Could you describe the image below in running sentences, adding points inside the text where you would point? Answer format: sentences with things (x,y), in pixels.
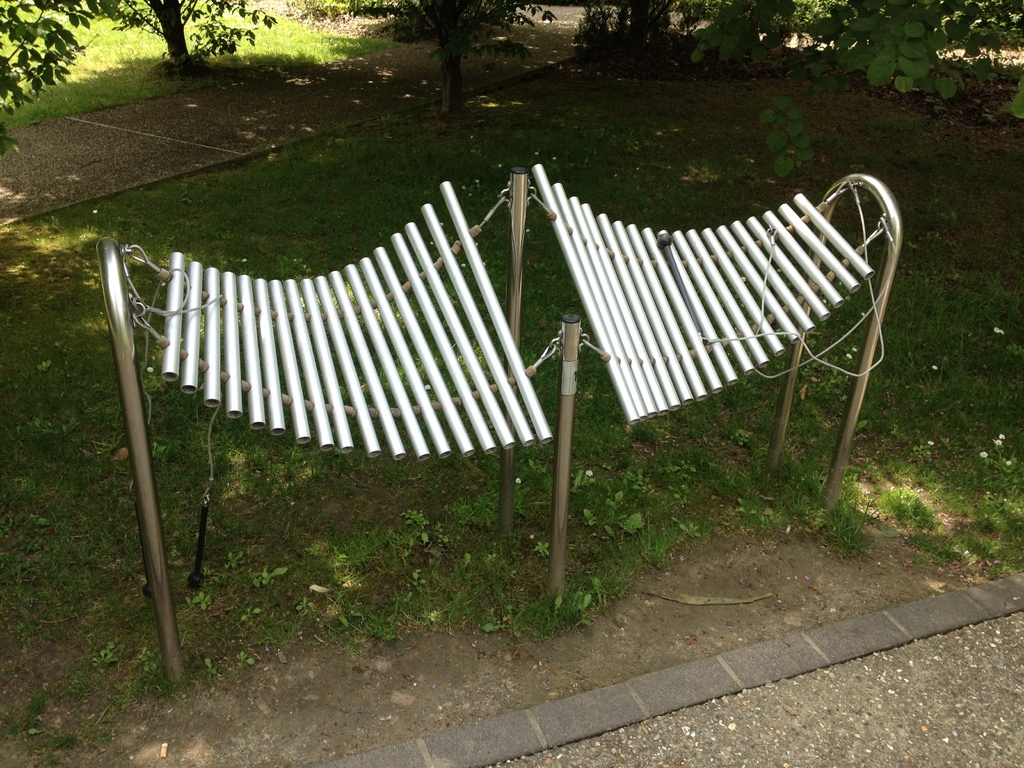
In the center of the image (460,386) we can see a musical instrument (485,355). In the background of the image (540,272) grass (362,243) is there. At the top of the image (457,49) some plants (611,25) are there. At the bottom of the image (784,693) ground (706,666) is there.
